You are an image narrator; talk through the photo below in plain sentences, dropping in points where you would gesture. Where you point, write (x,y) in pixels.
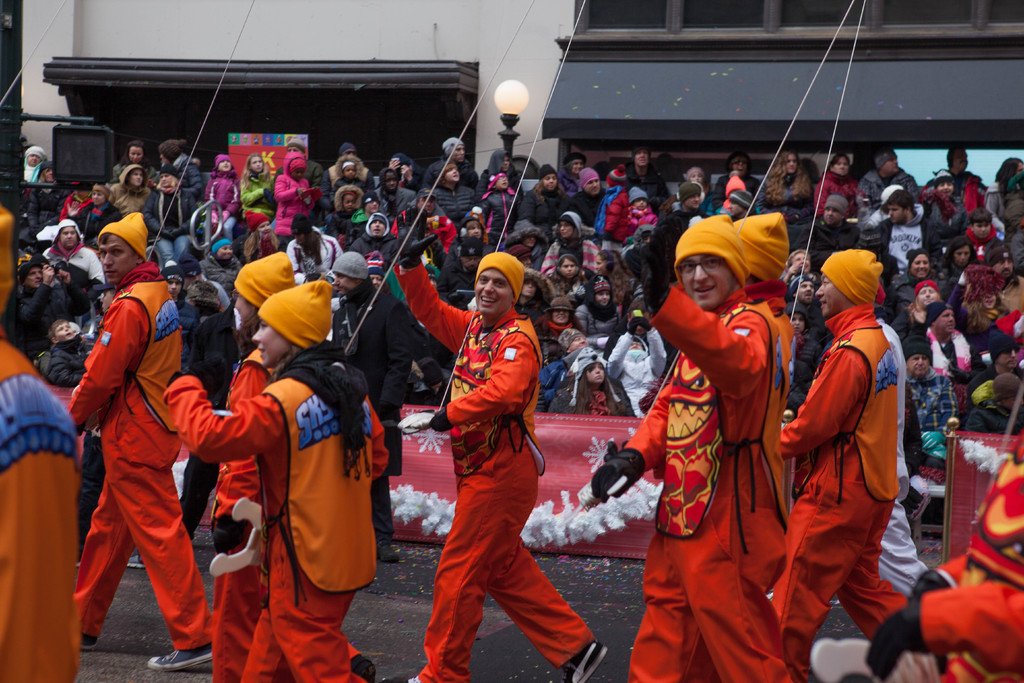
There are group of people (465,569) walking. Among them few people (734,446) are holding the threads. This looks like a hoarding (551,485). I can see a building (519,42) with a window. This is a street light (506,150). I can see group of people (281,230) standing.
